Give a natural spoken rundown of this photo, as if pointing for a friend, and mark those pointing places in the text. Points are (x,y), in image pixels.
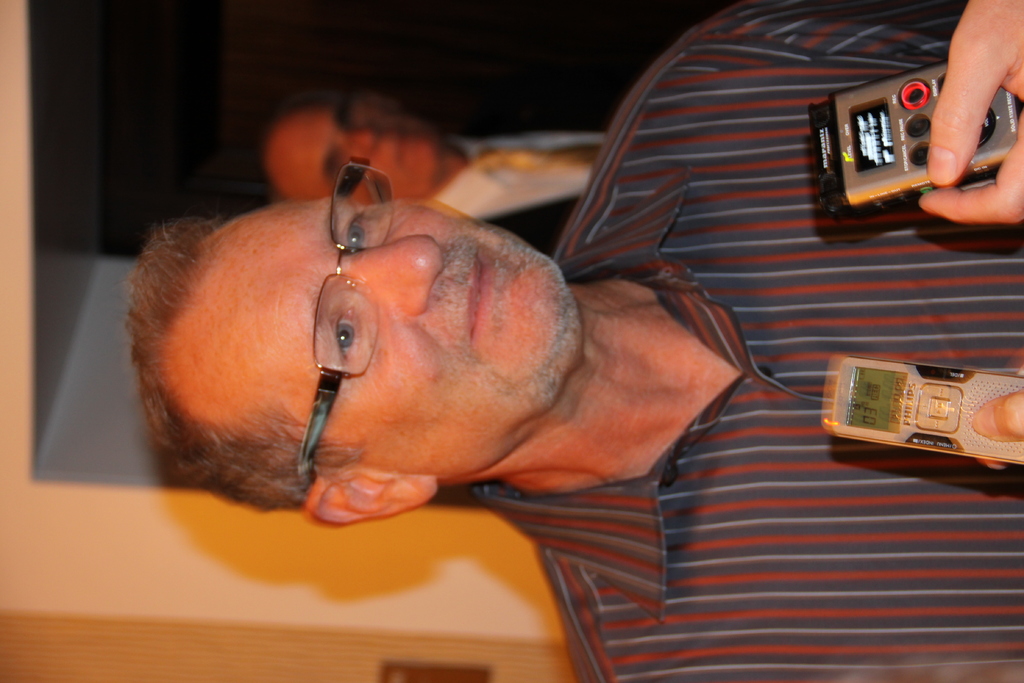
In the foreground of this picture (835,354) we can see a man (473,338) wearing shirt (745,476) and seems to be standing and we can see the hands (975,76) of the persons (976,90) holding some devices (918,391). In the background (87,70) we can see the door (229,113), a person (291,118) wearing suit (544,98) and standing and some other items (97,423).
